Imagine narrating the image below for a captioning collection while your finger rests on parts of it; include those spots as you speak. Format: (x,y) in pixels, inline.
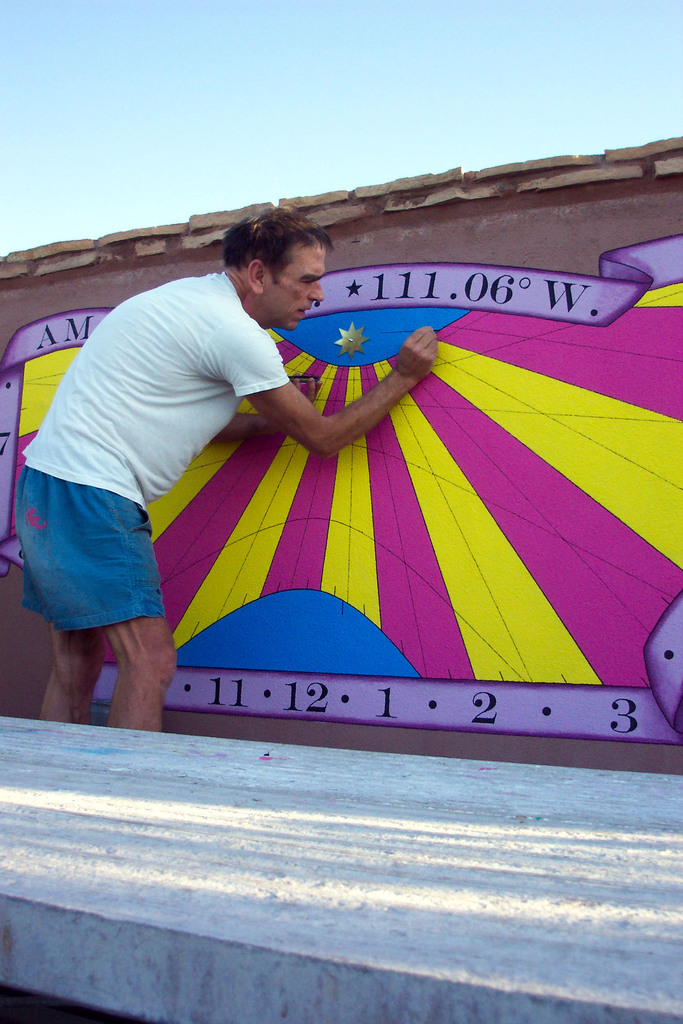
In this image I see a man (187,300) over here who is wearing white t-shirt (146,455) and blue shorts (97,490) and I see the painting (388,340) on this wall (522,393) and I see that it is colorful and I see numbers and few alphabets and in the background (318,92) I see the sky (336,132).
